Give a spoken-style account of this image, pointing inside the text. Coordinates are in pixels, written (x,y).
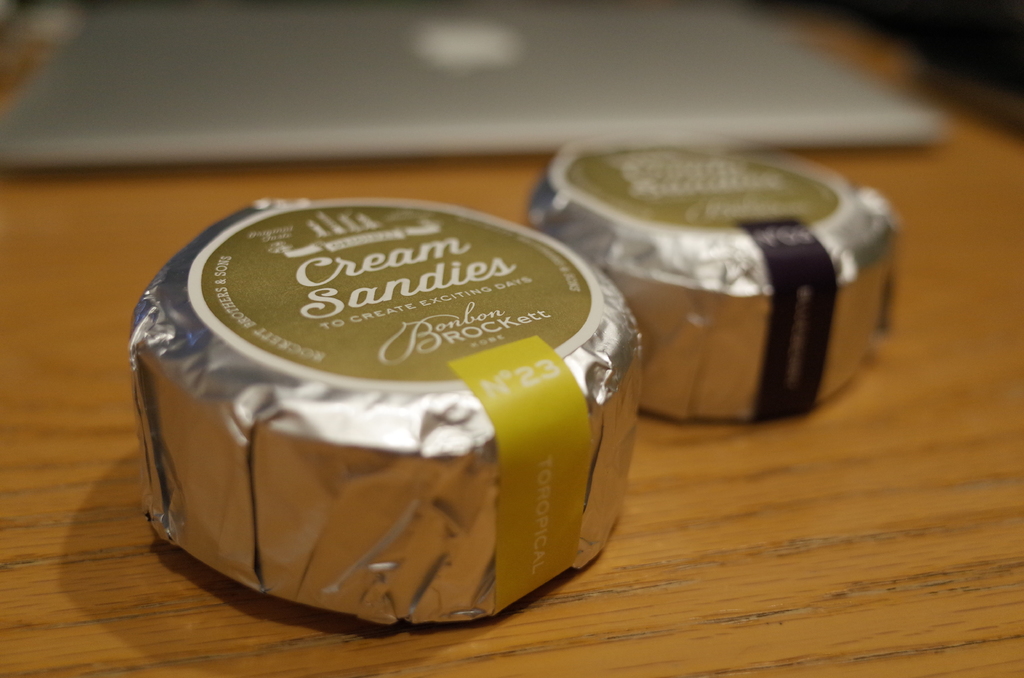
In this picture there are two candies (373,382) and there is a laptop (627,96) on the table (787,533).
